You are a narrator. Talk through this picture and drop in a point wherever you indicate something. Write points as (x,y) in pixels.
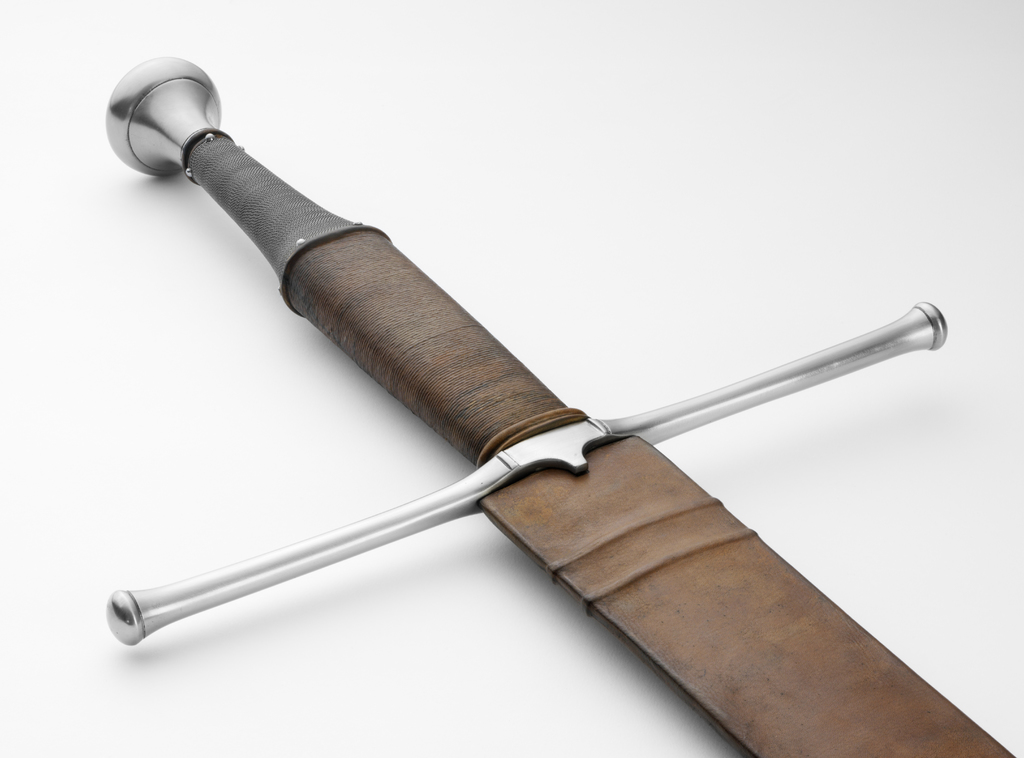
In this picture I can observe a sword (171,157) which is in brown color. This sword (705,624) is placed on the white color surface (180,331).
